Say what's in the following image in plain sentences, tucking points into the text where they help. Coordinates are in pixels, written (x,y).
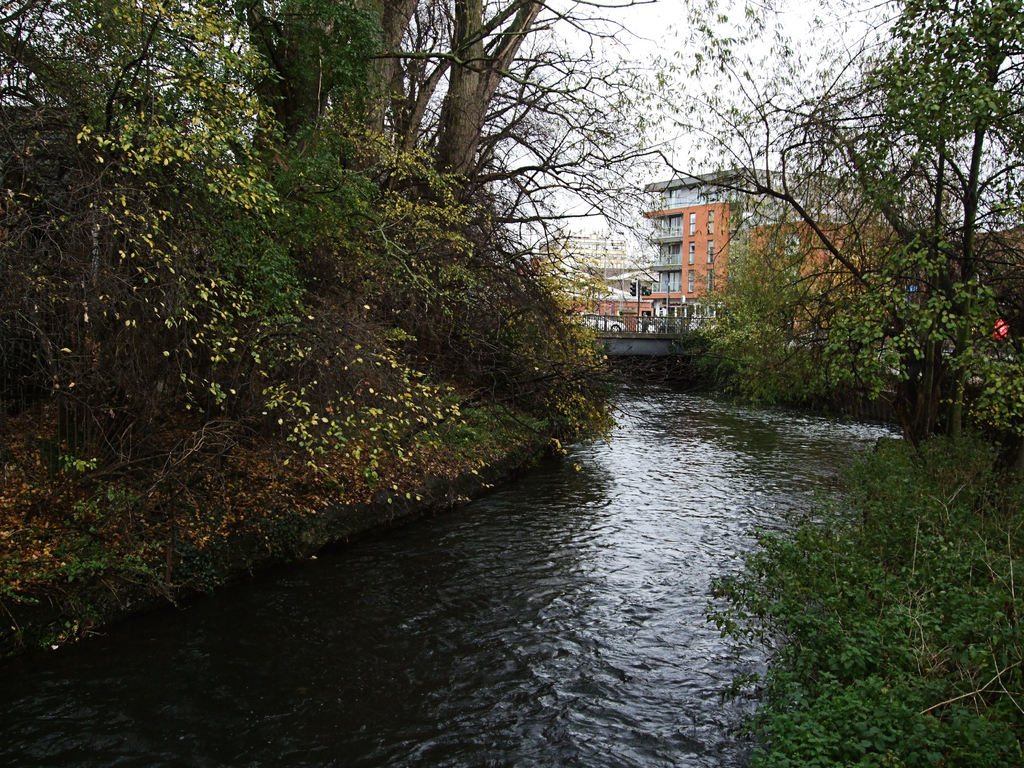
In this image there is the sky (656,107), there are buildings (677,232), there is a canal (708,487), there are trees (938,258) truncated towards the right of the image (903,303), there are trees (245,210) truncated towards the left of the image (99,244), there are trees (385,61) truncated towards the top of the image (308,97), there are plants (188,543).
